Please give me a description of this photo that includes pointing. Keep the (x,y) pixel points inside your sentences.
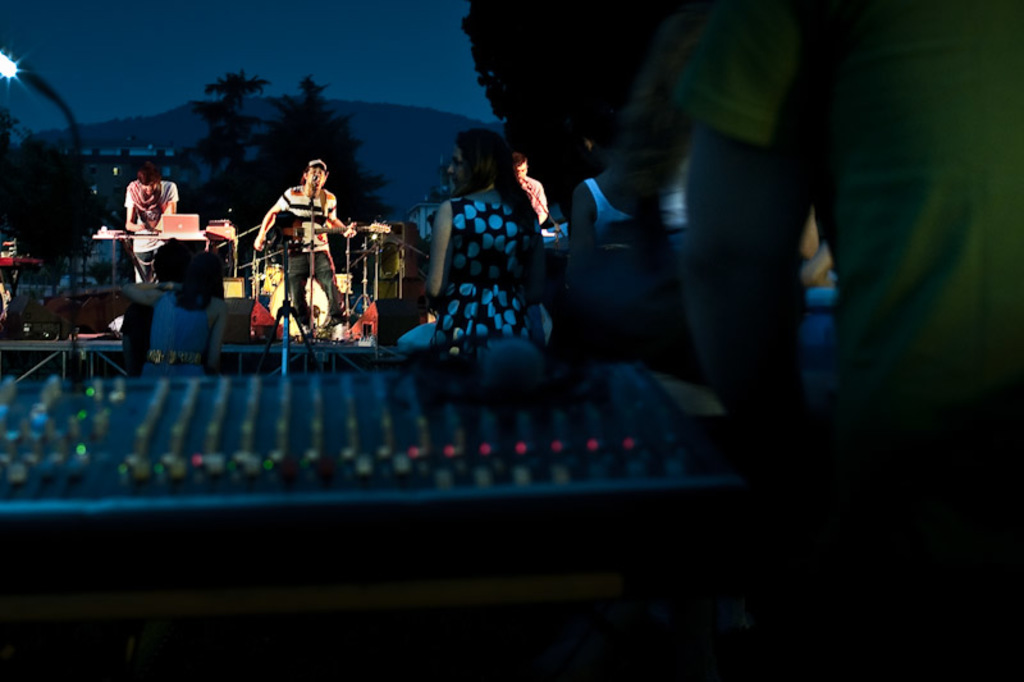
As we can see in the image there are few people (473,210), mics (313,246), light (8,73), table (133,262) and in the background (259,134) there are trees (320,115). On table (195,236) there is a laptop (180,231). At the top (266,55) there is sky (292,53). The image is little dark.
